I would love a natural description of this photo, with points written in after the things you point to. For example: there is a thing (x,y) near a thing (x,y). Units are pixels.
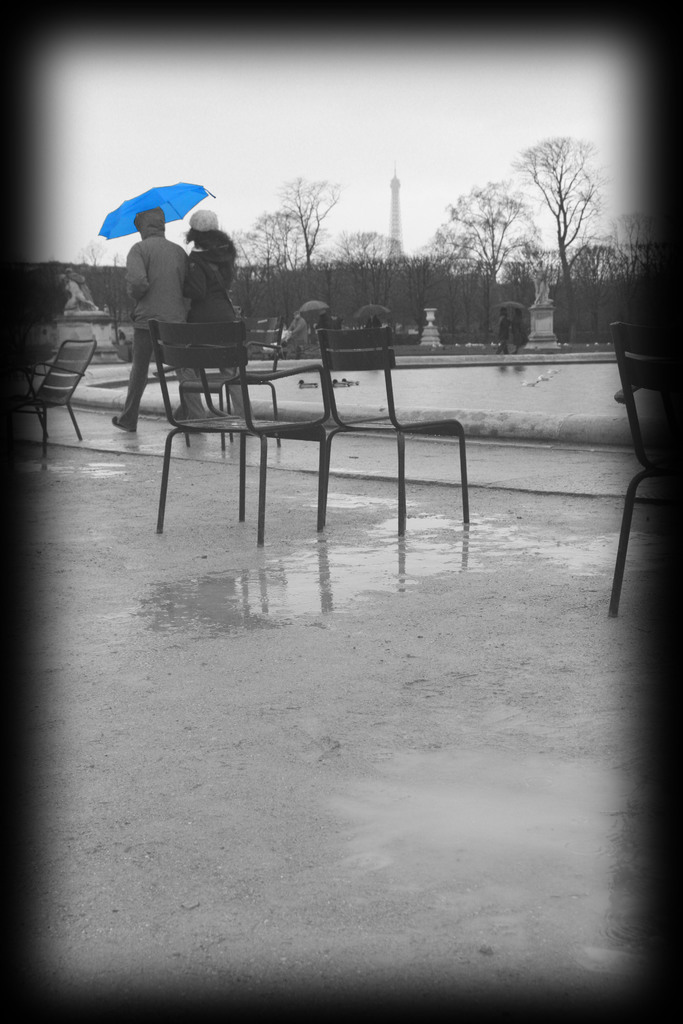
In this picture we have a wet road (237,584) which chairs (172,434) are there. We can see 2 people (176,314) walking on the road (211,532) with an umbrella (128,216).
